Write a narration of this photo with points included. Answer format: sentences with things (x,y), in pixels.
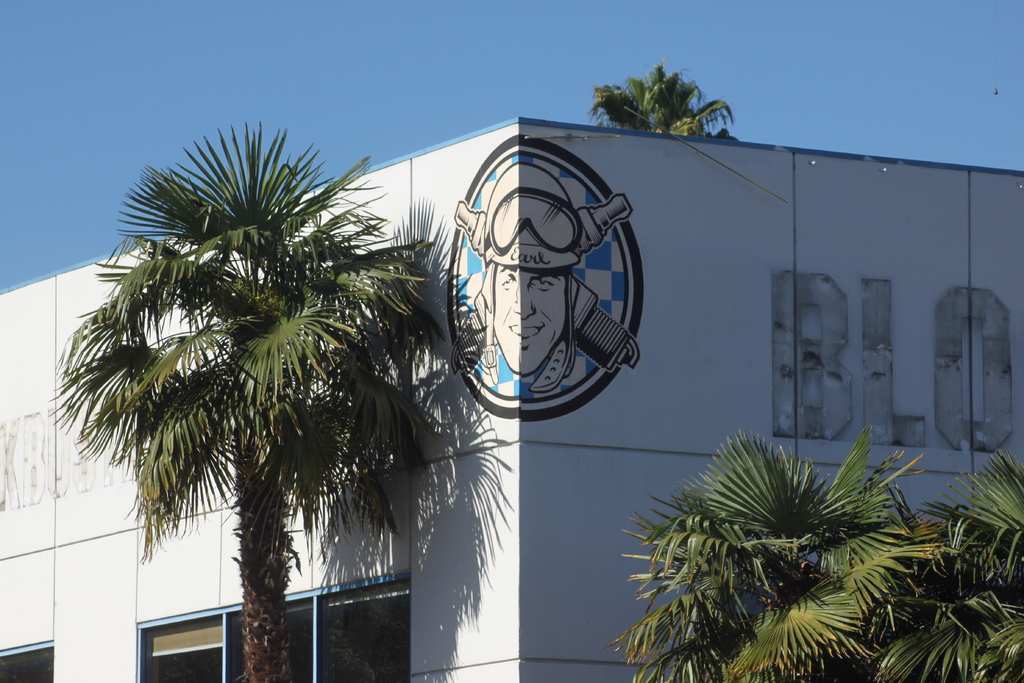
In this image there are trees (761,540) and a building (560,354), on the building (560,354) there is a logo (605,303) with some text (892,437).
